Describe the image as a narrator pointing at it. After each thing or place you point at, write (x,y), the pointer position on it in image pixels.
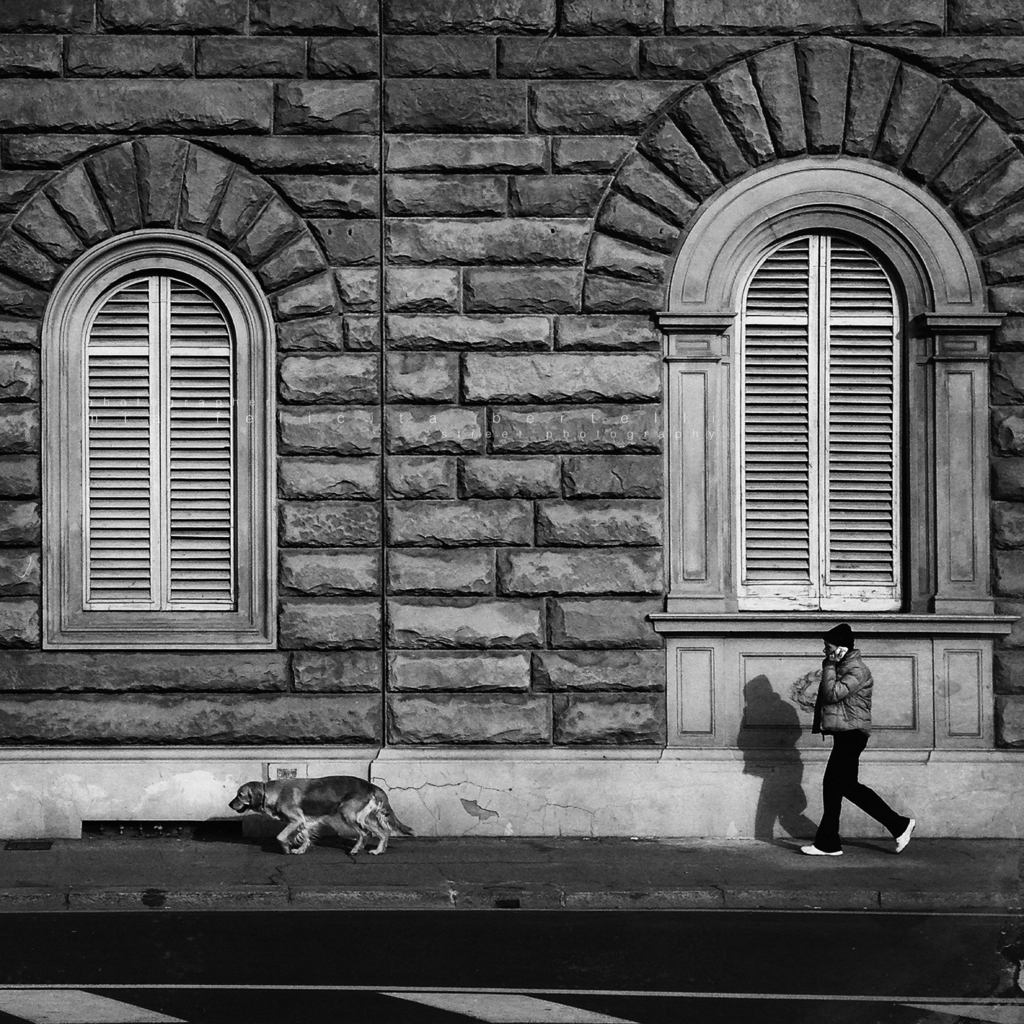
In this image, we can see a person (848,763) walking and there is a dog (312,801) walking, there is a wall (326,565) and there are two white color windows (748,325).
